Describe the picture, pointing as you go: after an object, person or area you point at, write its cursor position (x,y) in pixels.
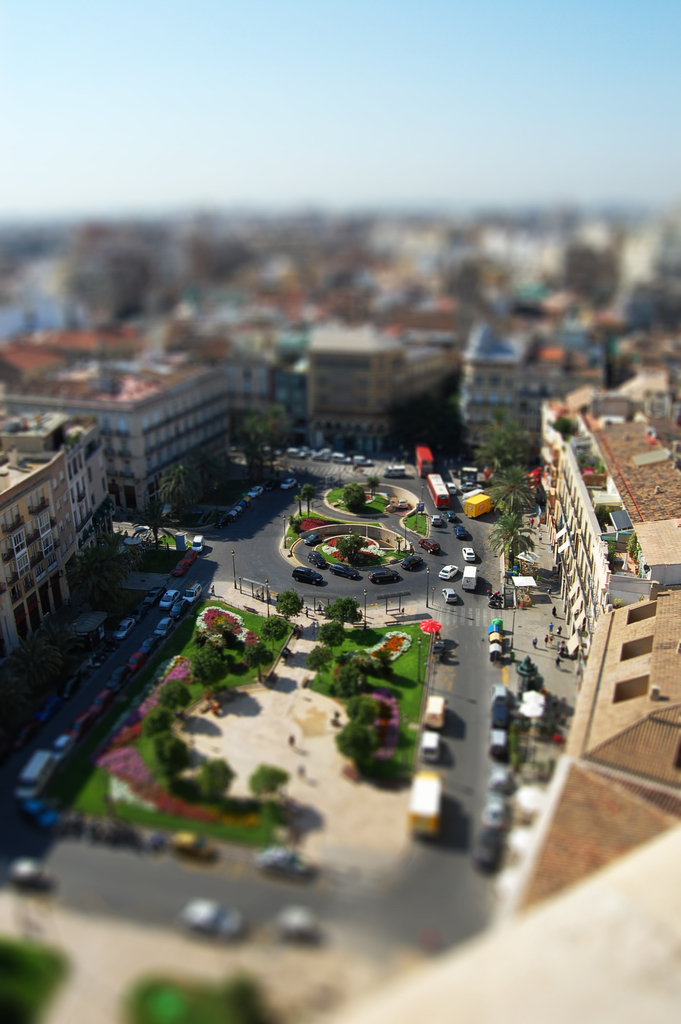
This image is taken from the top where we can see vehicles (194,558) moving on the road (426,917), trees (362,702), garden (370,674), poles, buildings (640,456) and the sky (326,153).
